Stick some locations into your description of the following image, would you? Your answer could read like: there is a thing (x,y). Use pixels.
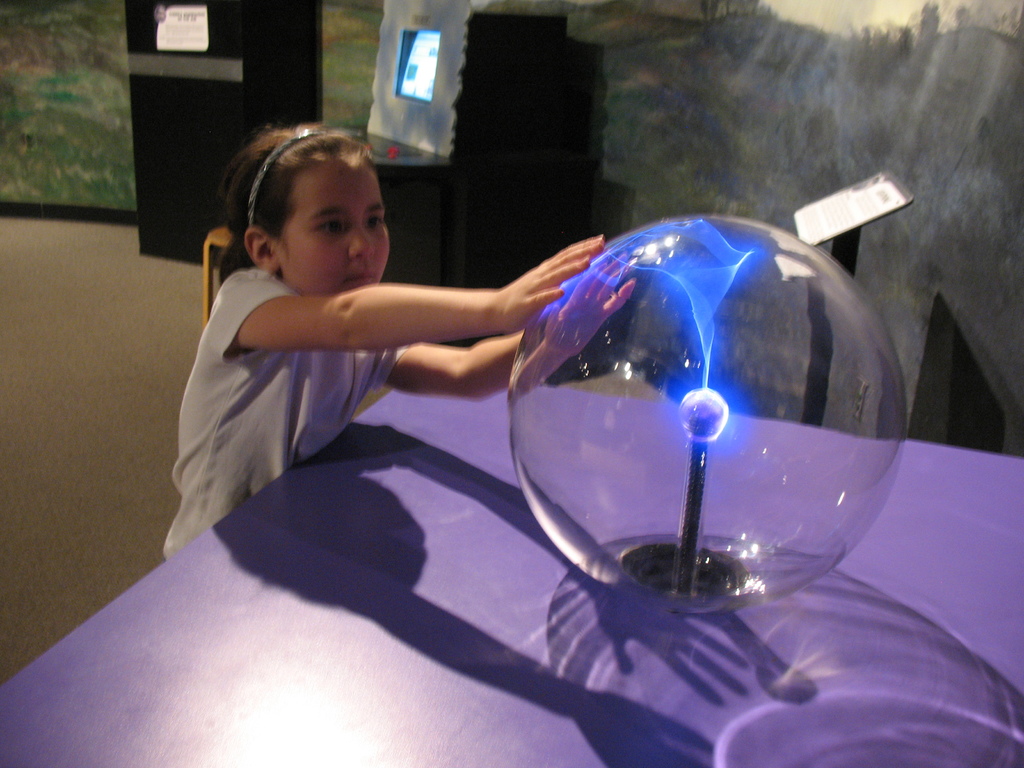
In this image there is a girl (571,317) standing and holding a plasma ball (653,425) which is on the table (587,705), and in the background (163,2) there are boards (850,226).
